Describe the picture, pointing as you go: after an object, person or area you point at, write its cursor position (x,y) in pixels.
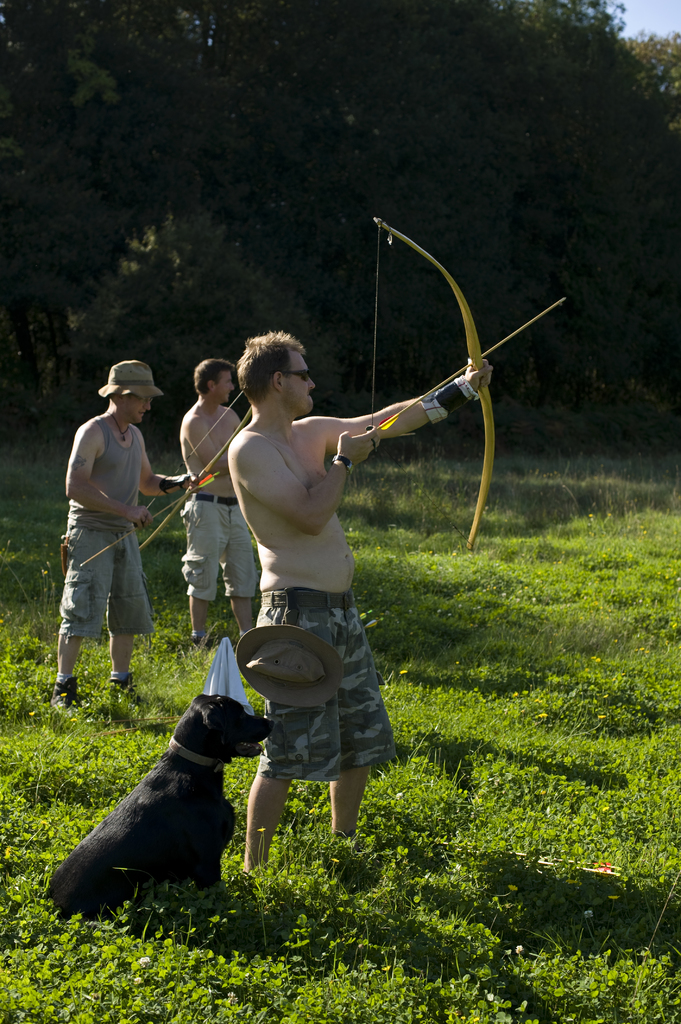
In the center of the image (244,367) we can see persons (183,421) holding bow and arrow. At the bottom of the image (192,794) we can see dog (122,841) and grass (301,906). In the background (318,240) we can see trees (439,208), grass (621,468) and sky (646,15).
